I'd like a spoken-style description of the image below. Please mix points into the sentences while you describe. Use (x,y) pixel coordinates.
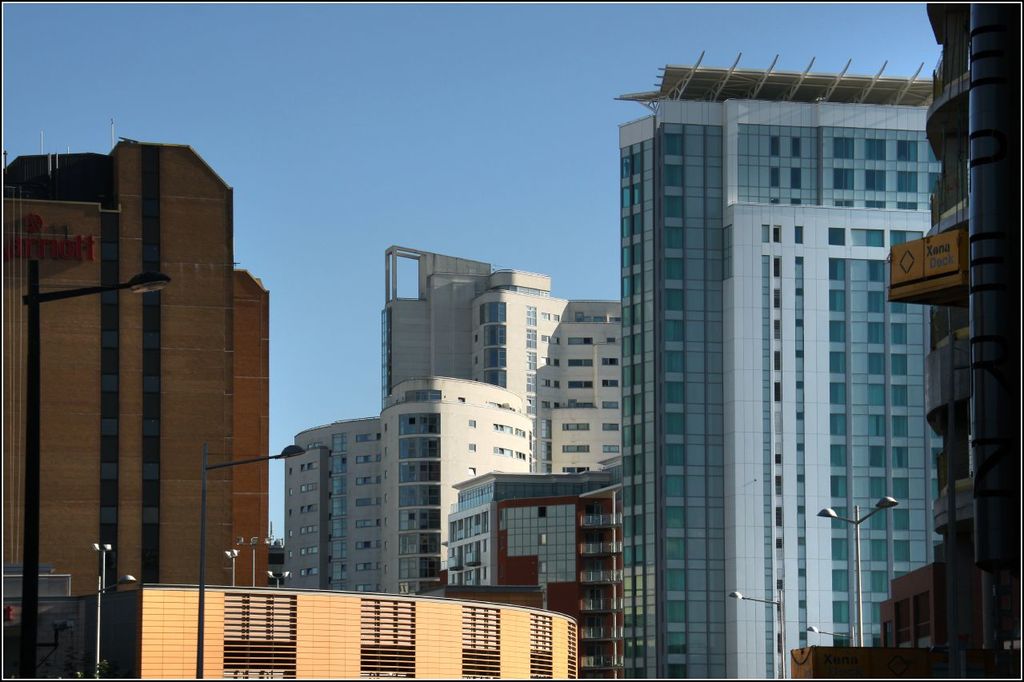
At the bottom of this image (645,472), there are buildings (698,143) which are having windows (707,249) and there are lights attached to the poles (98,586) on the ground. In the background (528,151), there is the blue sky (258,67).
